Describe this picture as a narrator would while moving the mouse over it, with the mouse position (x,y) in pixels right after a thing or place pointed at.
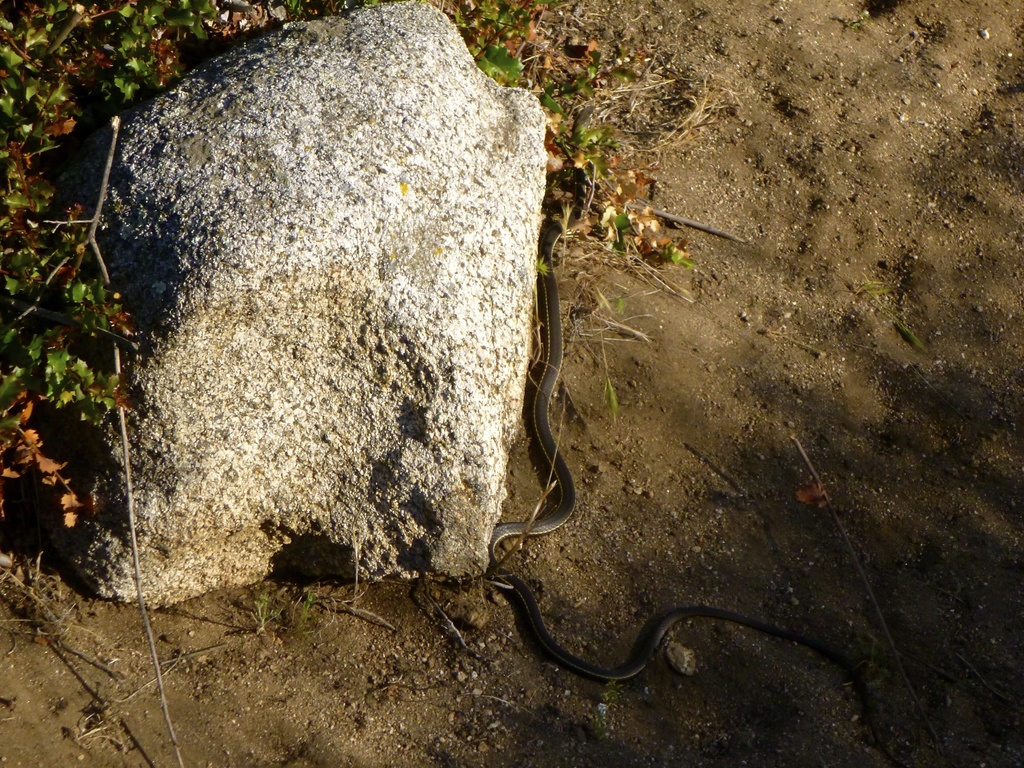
In this picture we can see a snake (541,434) on the path (534,376) and on the left side of the snake (562,353) there is a rock (292,367) and plants (182,44).
